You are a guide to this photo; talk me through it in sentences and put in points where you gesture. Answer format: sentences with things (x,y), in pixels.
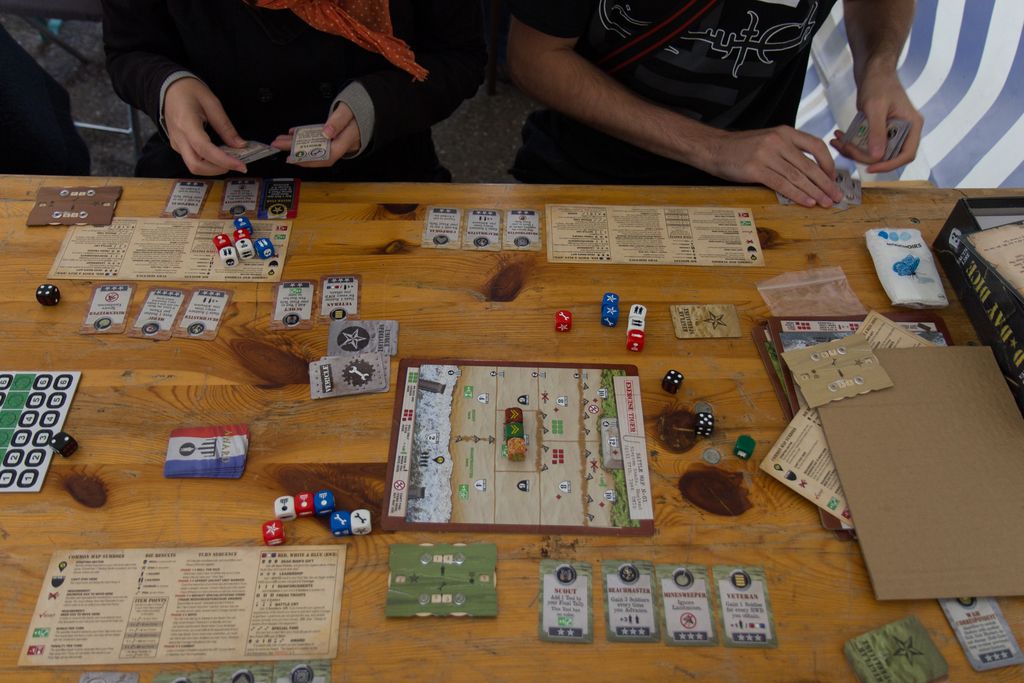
On this table (116,445) there are dice (305,497), cards (342,330), cardboard (889,469) and paper (604,239). In-front of this table (258,436) two persons (668,130) are holding cards (310,140). This is box (979,297).
